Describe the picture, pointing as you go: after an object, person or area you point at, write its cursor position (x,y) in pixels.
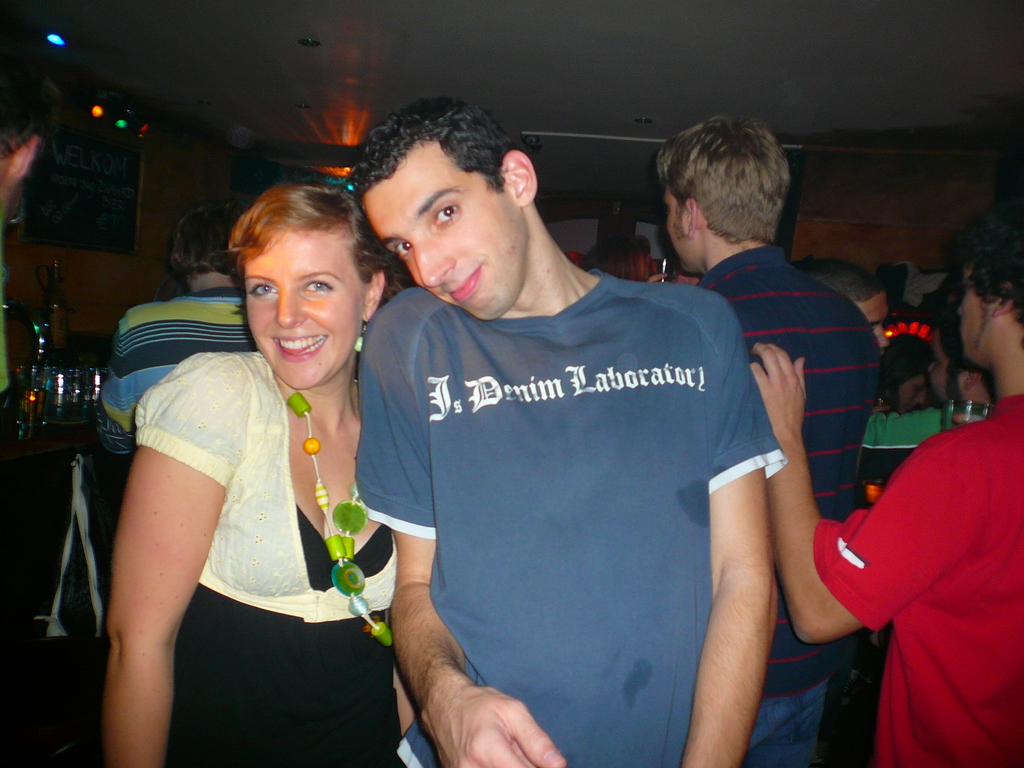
At the top (408,78) we can see ceiling (434,73) and lights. Left side of the picture (79,460) is dark and we can see some objects (69,364). In this picture we can see people (705,194). We can see a man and a woman (188,556) standing and they both are smiling.
